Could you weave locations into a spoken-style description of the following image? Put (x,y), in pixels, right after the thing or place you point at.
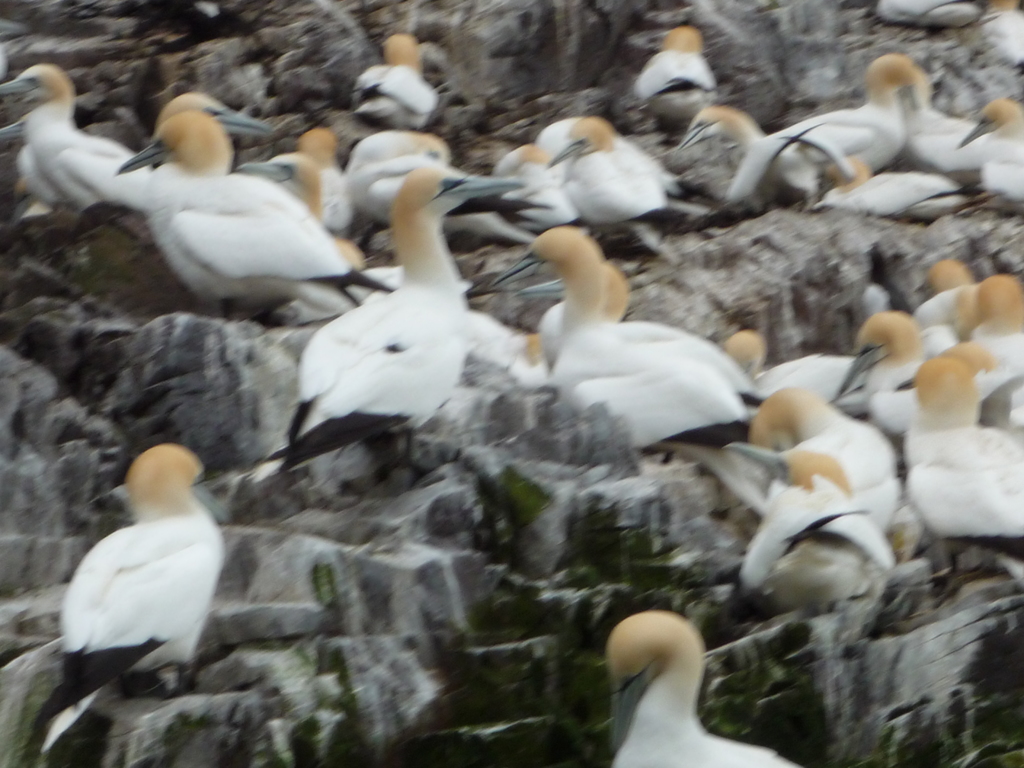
This picture is blur, we can see birds (286,449).
